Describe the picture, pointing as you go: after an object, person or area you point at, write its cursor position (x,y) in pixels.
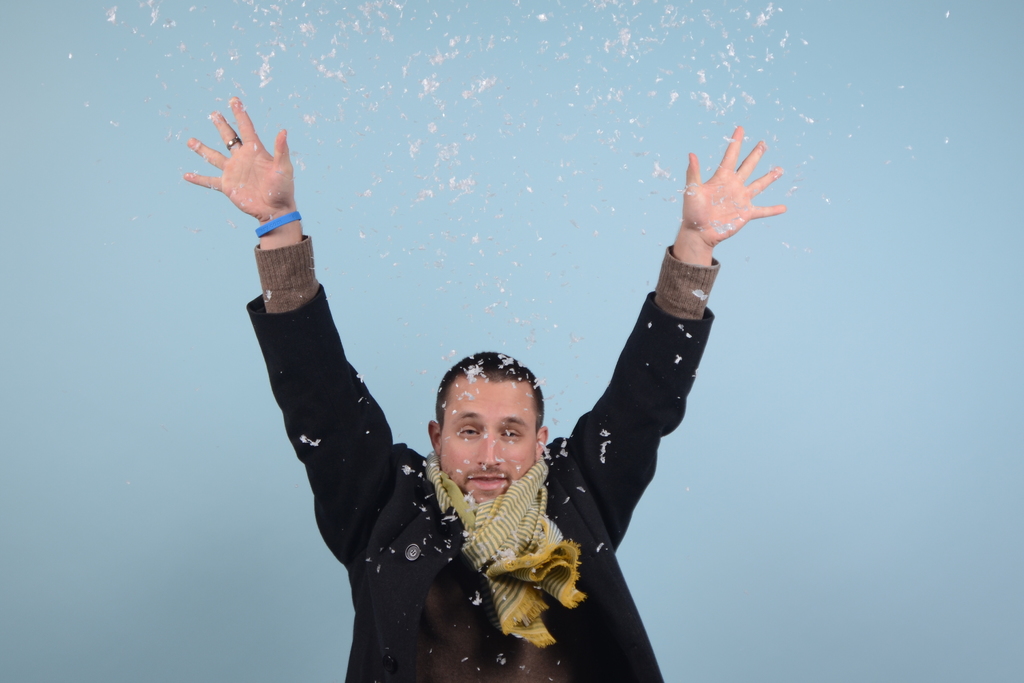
In this image there is a man (487,490) in the middle (431,436) who is raising his hand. He is wearing the black coat (433,561) and a scarf (508,541). At the top of him there are feathers (517,323).
